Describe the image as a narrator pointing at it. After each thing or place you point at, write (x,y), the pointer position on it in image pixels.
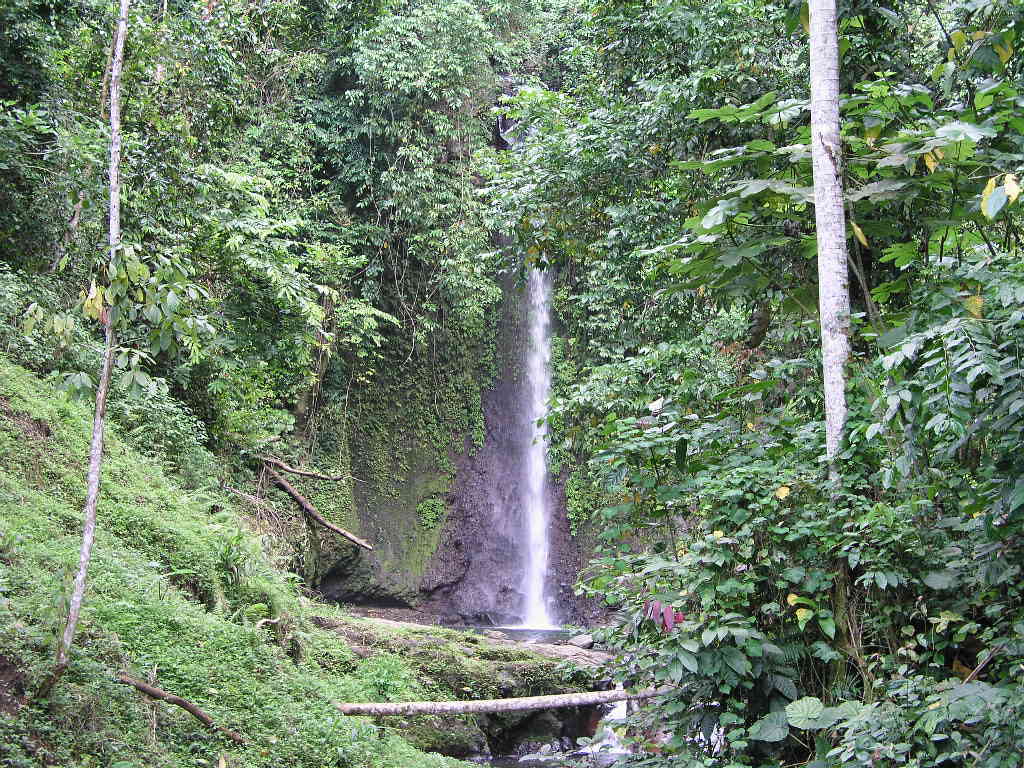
In this image there is grass (122,496), plants (656,503), trees (709,309), waterfall (530,592).
